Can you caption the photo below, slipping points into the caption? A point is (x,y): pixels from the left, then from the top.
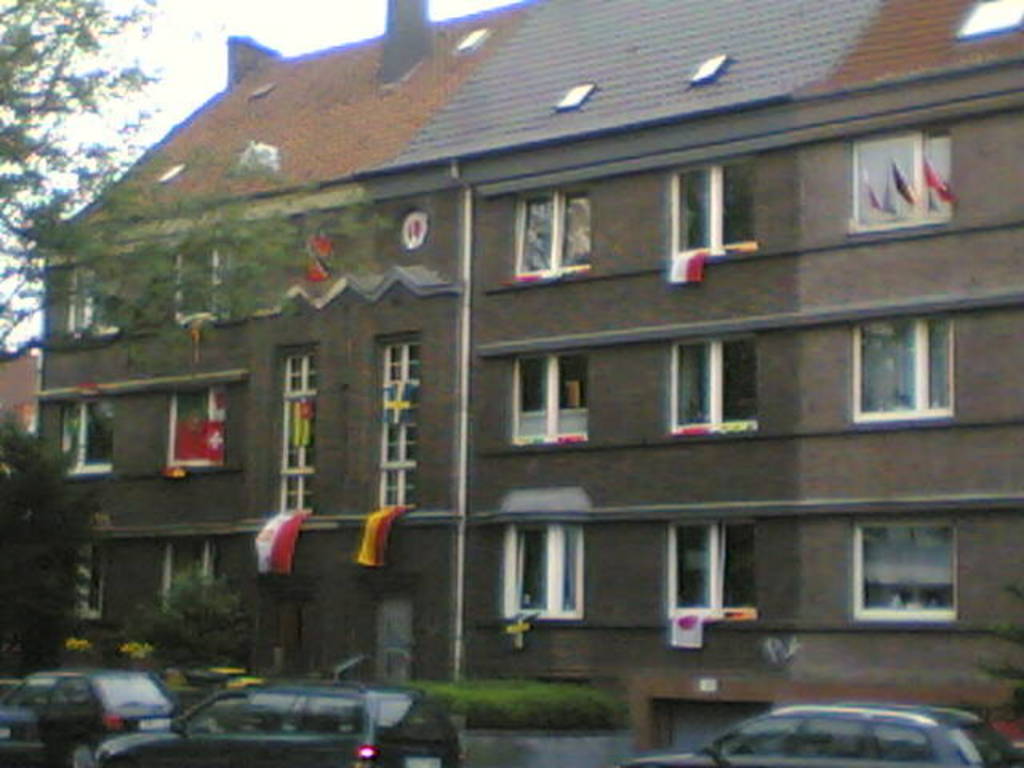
There is a building (423,317) with windows (750,550). On the building (374,444) there are flags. In front of the building (340,647) there are cars (762,724), bushes (483,690) and trees (38,127).
